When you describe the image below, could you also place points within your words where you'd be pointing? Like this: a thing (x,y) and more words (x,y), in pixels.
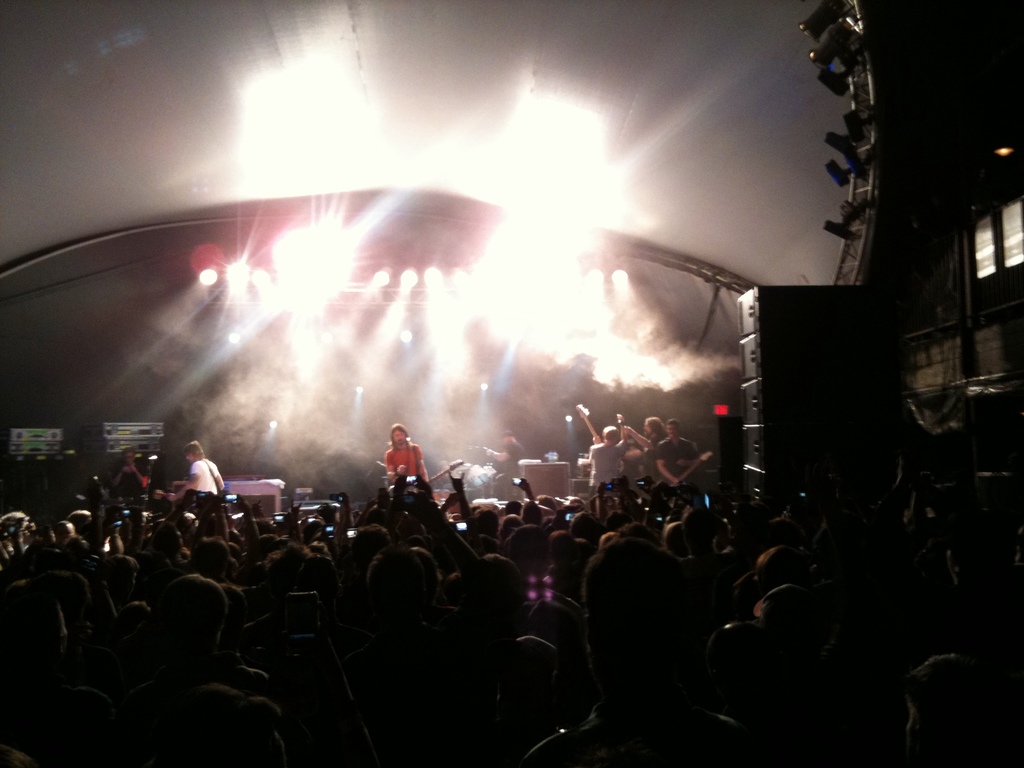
This image is taken at the stadium (477,351). At the center of the image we can see there are few people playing musical instruments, in front of them there are many audiences (358,591) standing. In the background (333,275) there are spotlights (335,266).
